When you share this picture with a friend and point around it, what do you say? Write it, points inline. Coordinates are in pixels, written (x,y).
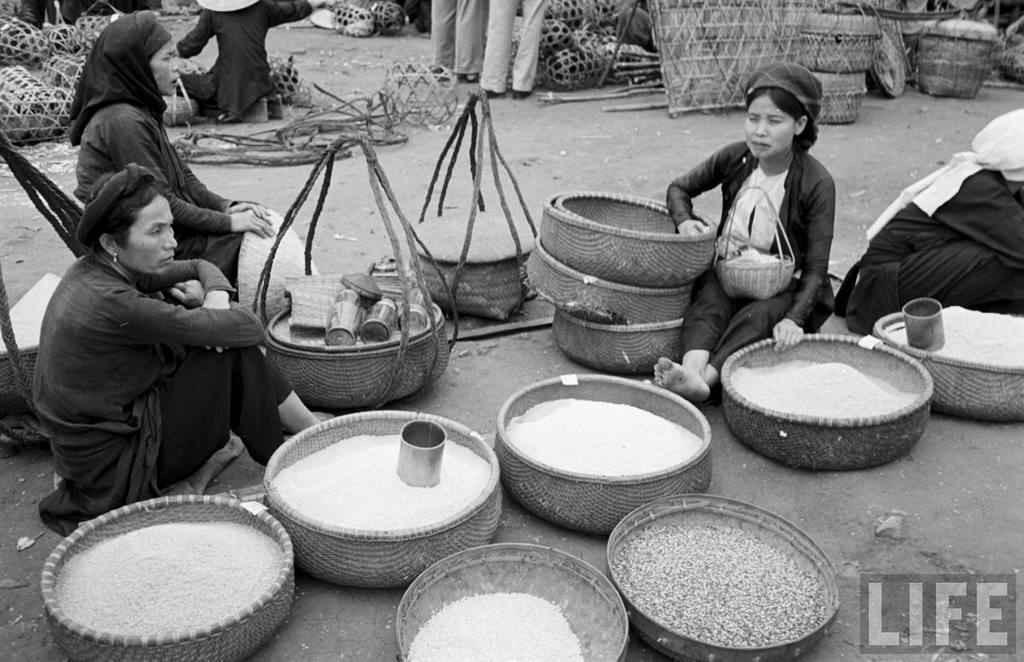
In this picture I can see there are few women (202,333) sitting on the floor (848,148) and they have some baskets (647,312) with them. There are food grains (245,534) in the basket (299,518).
